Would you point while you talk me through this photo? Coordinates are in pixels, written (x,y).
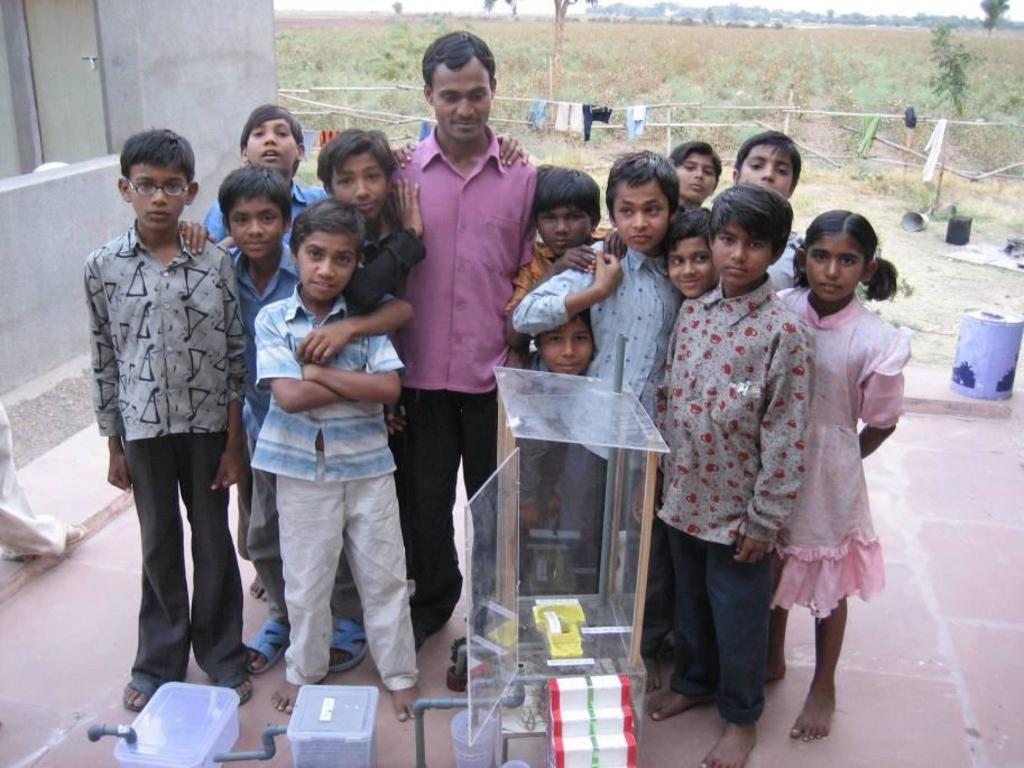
In this image I can see a man (425,496) and few children (124,421) are standing. In the front of them I can see few boxes (501,558). In the background (408,110) I can see few clothes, an open grass ground (689,63) and few trees (955,48). I can also see few stuffs (988,370) on the ground (966,470) and on the left side of this image (111,155) I can see a building (63,159).
